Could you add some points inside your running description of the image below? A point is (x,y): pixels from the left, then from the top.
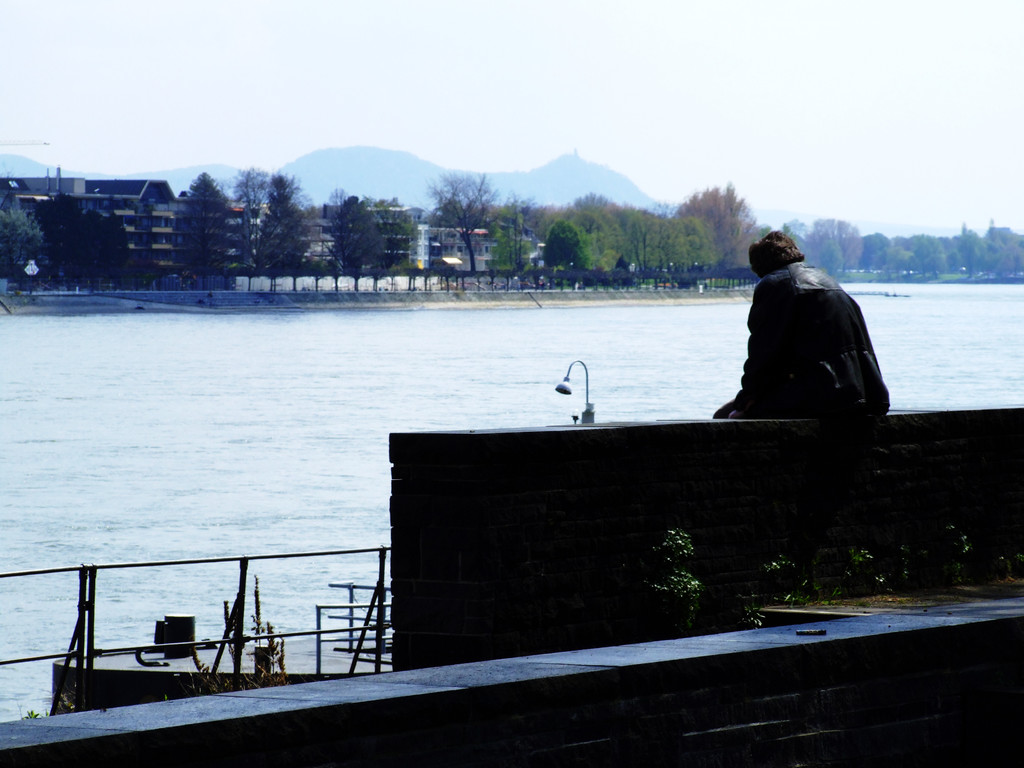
In the center of the picture (562,432) there are plants (679,558), railing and wall (706,510), on the wall (598,484) there is a person (805,351) sitting. In the center of the picture (474,341) there is a river (958,303). In the background (1000,244) there are trees (699,240), buildings (75,210) and hills (334,186).
